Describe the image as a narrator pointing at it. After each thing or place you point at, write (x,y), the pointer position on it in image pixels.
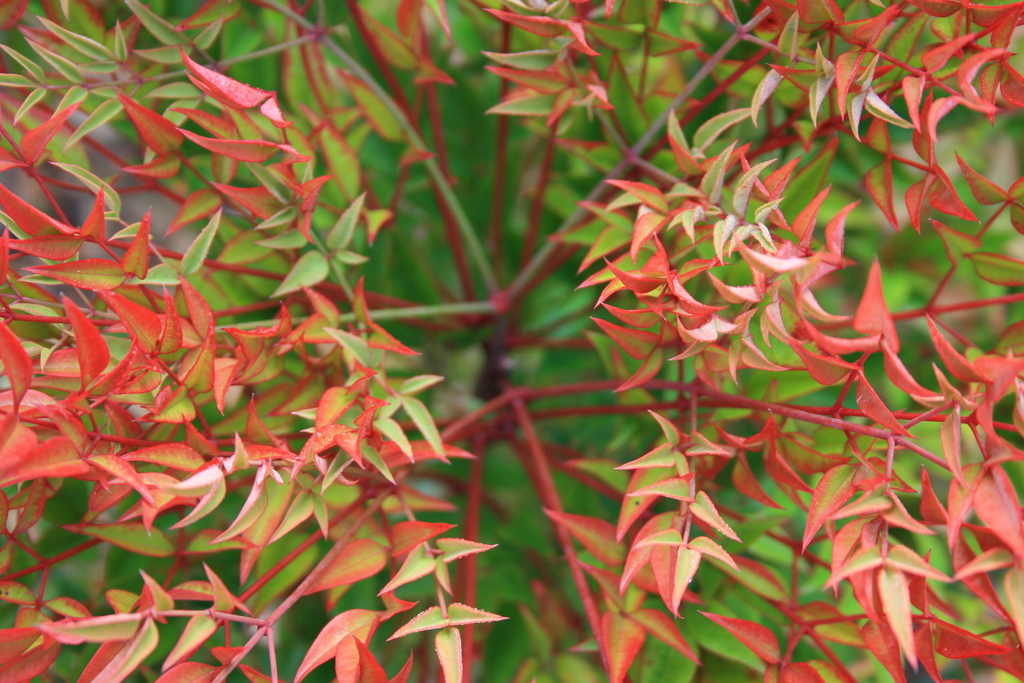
In this picture we can see an orange and green color leaves (308,372) of the plant (485,374).
